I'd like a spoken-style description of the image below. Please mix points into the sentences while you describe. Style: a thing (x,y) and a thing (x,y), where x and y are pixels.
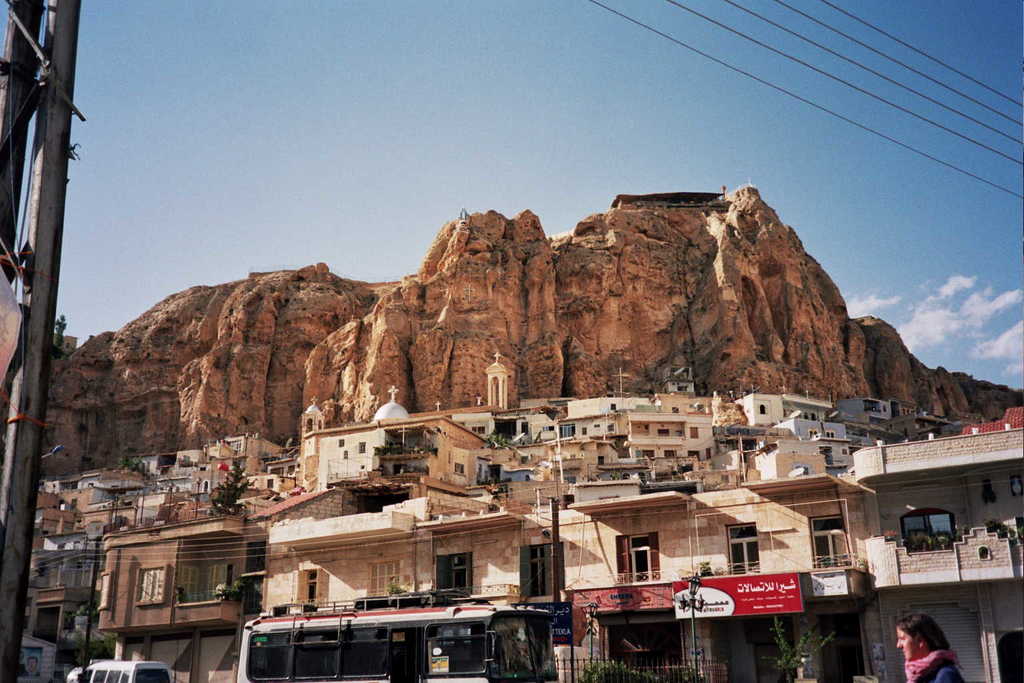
In this image there are buildings (573,529), few vehicles (437,647) are moving on the road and we can see there is a lady (931,646) and poles (66,56). In the background (276,121) there are mountains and the sky (439,94).
